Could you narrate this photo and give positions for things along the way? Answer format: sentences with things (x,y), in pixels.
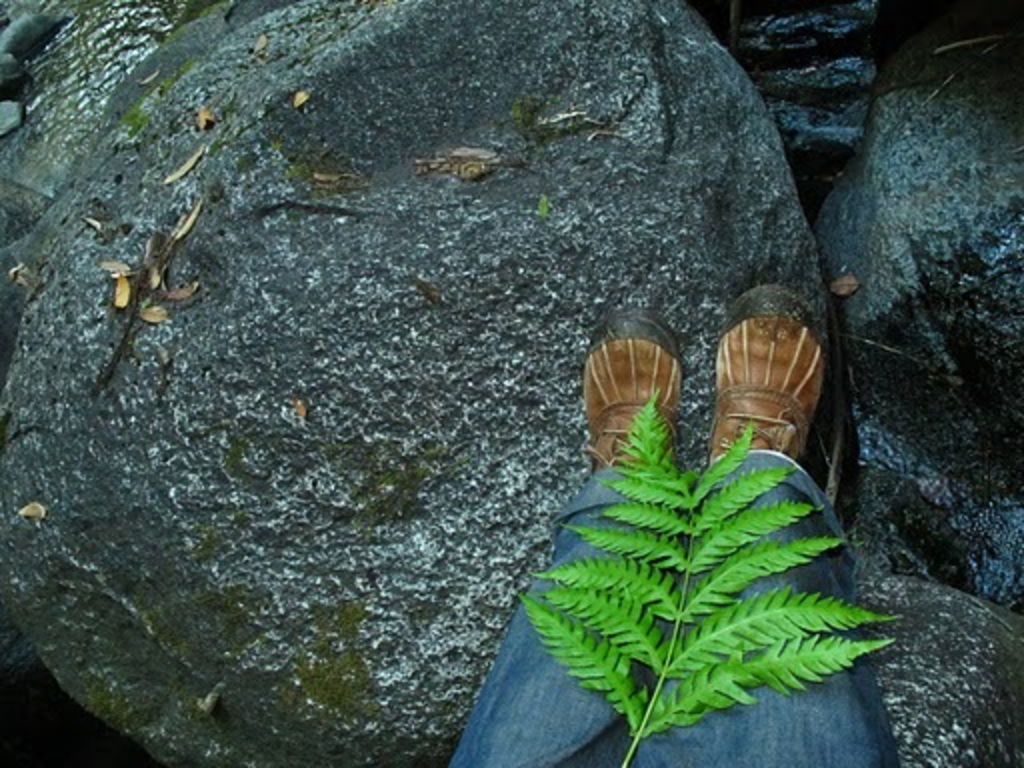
In this image we can see two legs (820,739) of a person (856,711) in which we can see leaves (637,650) on a stem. in the background (589,330), we can see a group of rocks (903,179).
